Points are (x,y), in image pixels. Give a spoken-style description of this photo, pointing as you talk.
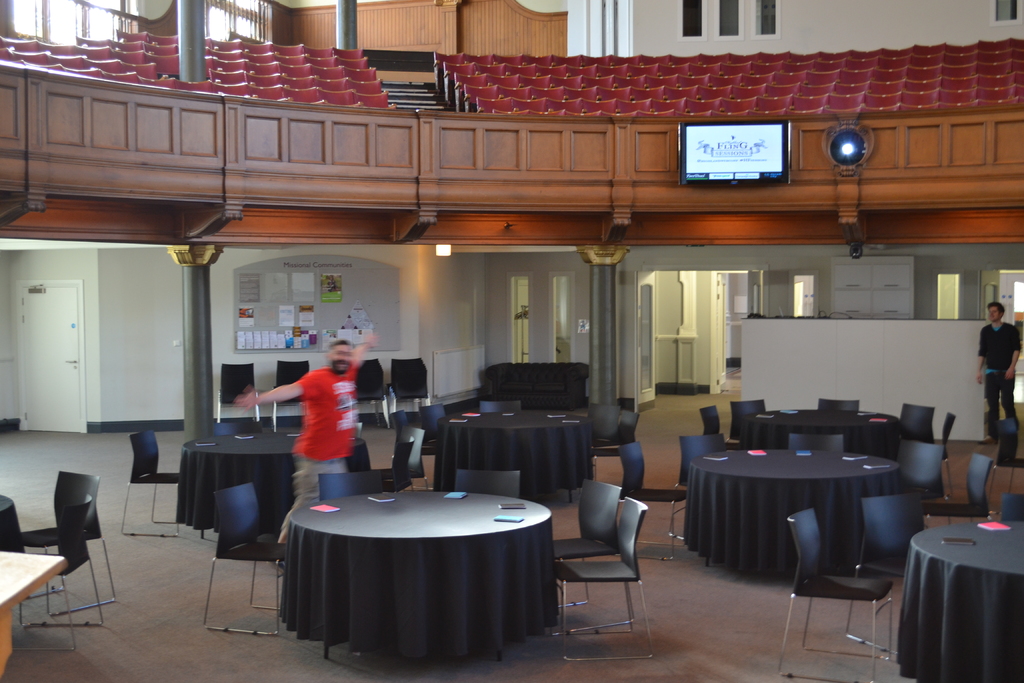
This is an inside view. Here I can see many tables (255,471) covered with black color clothes (404,557). Around the tables (207,510) chairs (601,574) are arranged. On the left side (307,396) there is a person (317,423) seems to be dancing. On the right side (998,334) there is another man (998,372) standing and looking at this person (332,404). In the background (186,354) there are two pillars (607,383) and also I can see the doors (55,360) to the wall (126,345). There is a board (264,327) attached the wall (223,307). At the top of the image (416,80) there are many empty chairs (369,85) and stairs (424,95). In the background (192,21), I can see the poles (201,33) and windows (209,15) to the wall (543,27). On the right side (734,170) there is a screen (730,150) is attached to a wooden object (598,142). Beside this there is a light (854,149).
